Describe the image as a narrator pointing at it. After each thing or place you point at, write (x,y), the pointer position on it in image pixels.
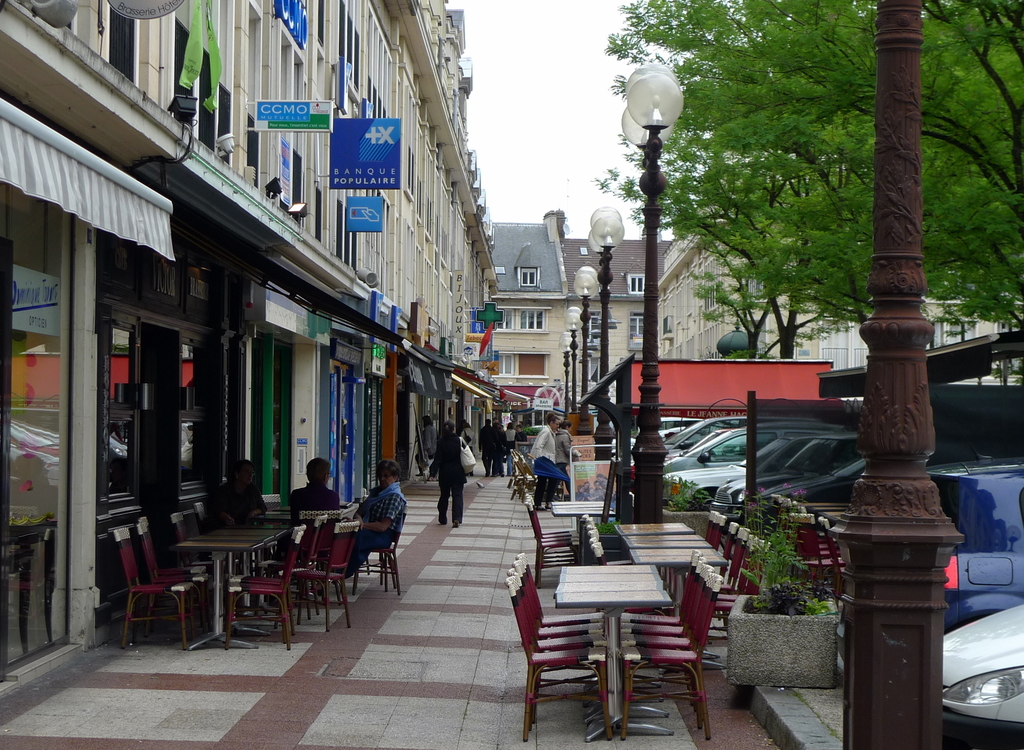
In the middle of the image (454,450) few people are walking and few people (238,471) are sitting on the chairs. Top right side of the image (729,134) there are some trees (978,254). Bottom right side of the image (971,526) there are some vehicles (720,504) and plants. Top left side of the image (168,41) there is a building (304,225). Bottom left side of the image (319,578) there are some chairs (707,585) and tables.
